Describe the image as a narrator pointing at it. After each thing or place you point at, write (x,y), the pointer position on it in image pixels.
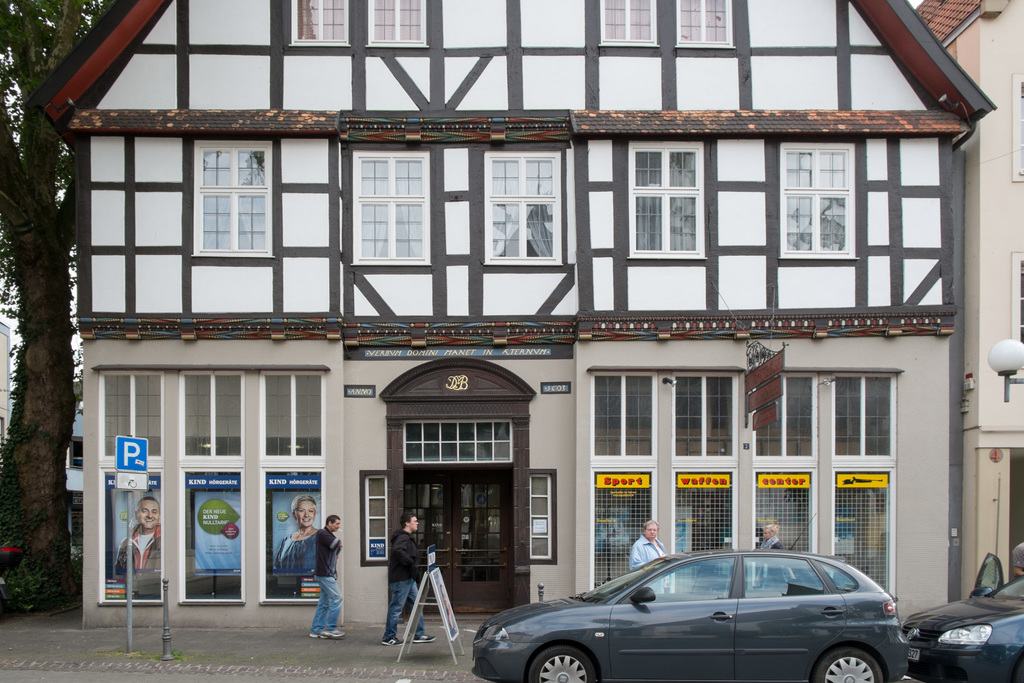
In the foreground (785,570) we can see people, cars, board (419,601), poles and footpath (104,637). In the middle of the picture there are buildings (478,366). On the left (23,290) we can see trees (54,450) and buildings (2,343).
